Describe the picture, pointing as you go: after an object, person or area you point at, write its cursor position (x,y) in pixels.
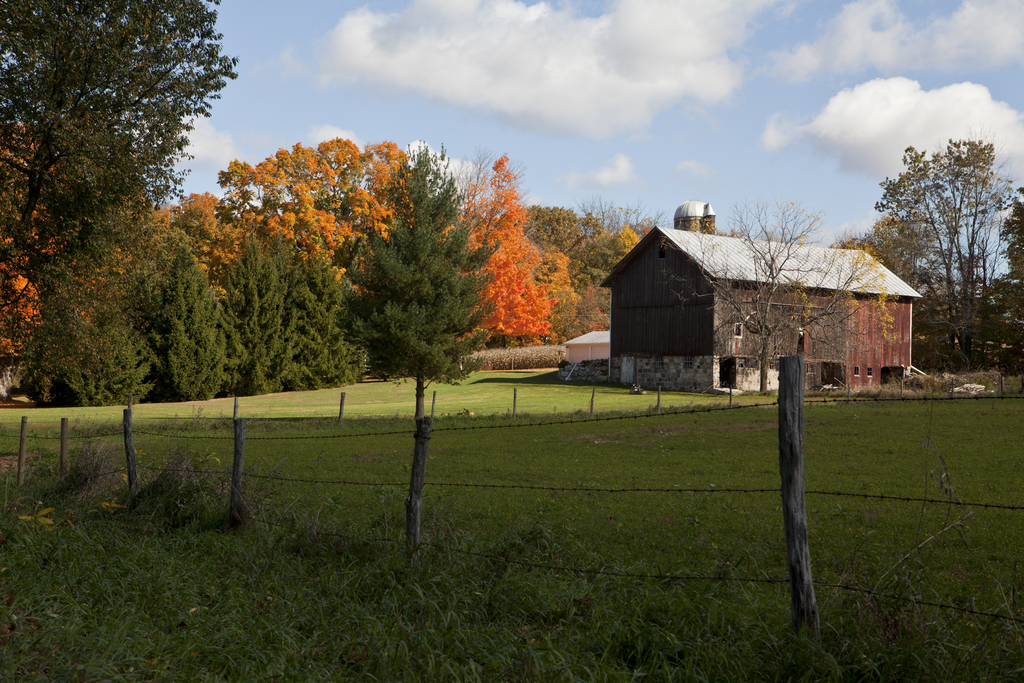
As we can see in the image there is grass (591,556), fence (583,483) and house (740,317). In the background (339,270) there are trees (962,303). At the top (473,38) there is sky (612,23) and there are clouds (601,26).
